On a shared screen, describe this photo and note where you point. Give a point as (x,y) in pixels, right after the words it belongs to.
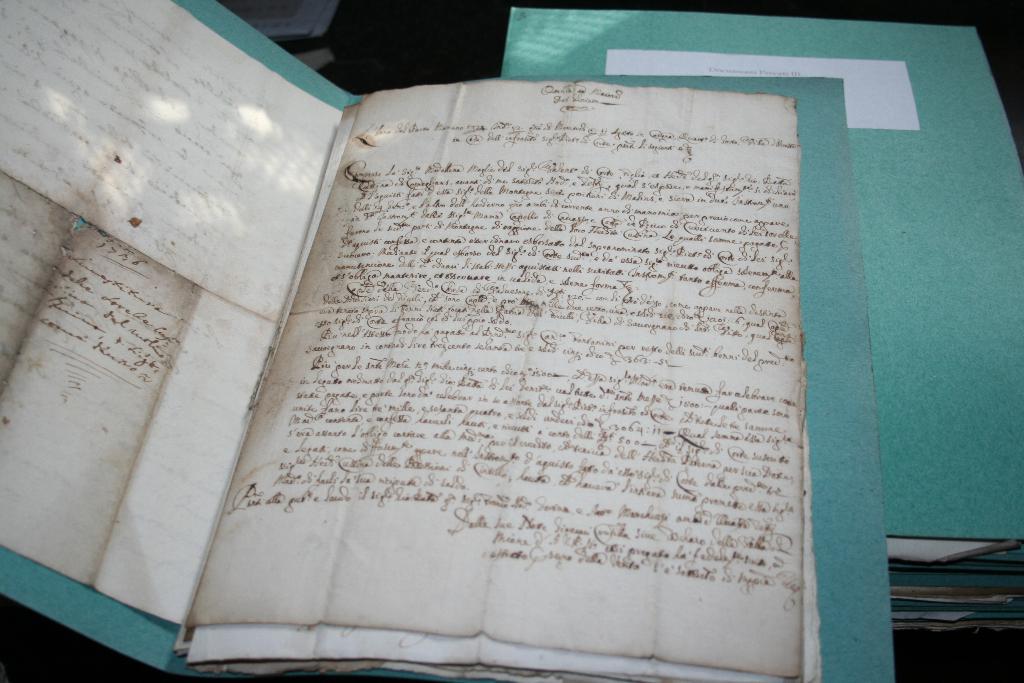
In the foreground of this image (348,367), there are papers (174,610) in a file (95,616). In the background (953,473), there are many files (953,474) on the black surface (441,69).
